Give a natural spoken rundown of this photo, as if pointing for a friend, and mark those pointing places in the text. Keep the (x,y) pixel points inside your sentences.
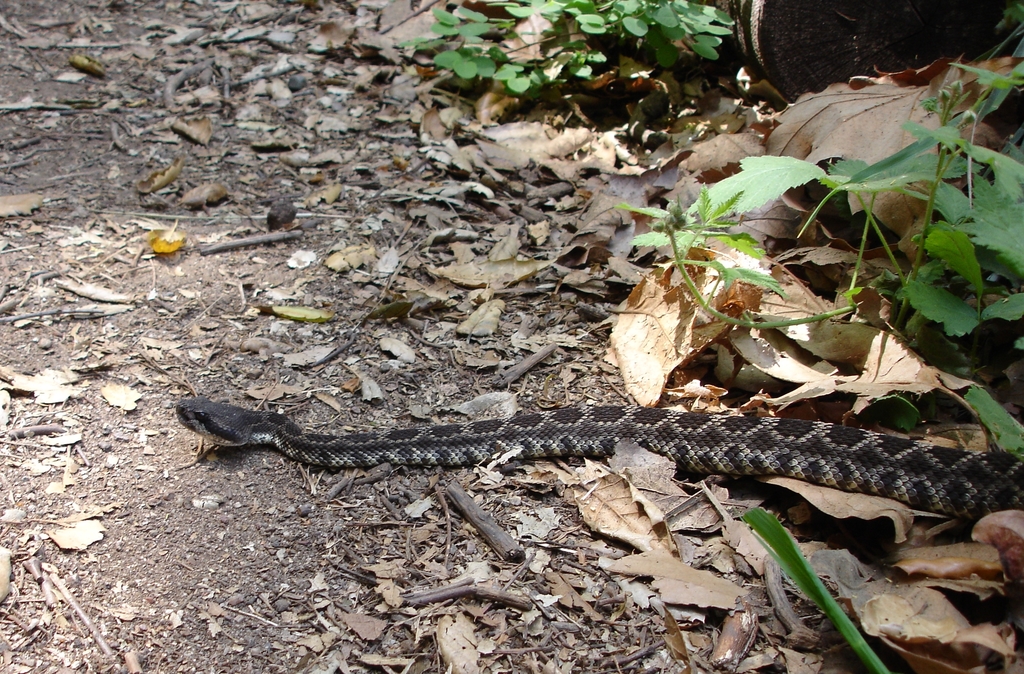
In this picture there is a snake (634,435) and there are few plants (734,271) and dried leaves (822,294) in the right corner (794,378).
